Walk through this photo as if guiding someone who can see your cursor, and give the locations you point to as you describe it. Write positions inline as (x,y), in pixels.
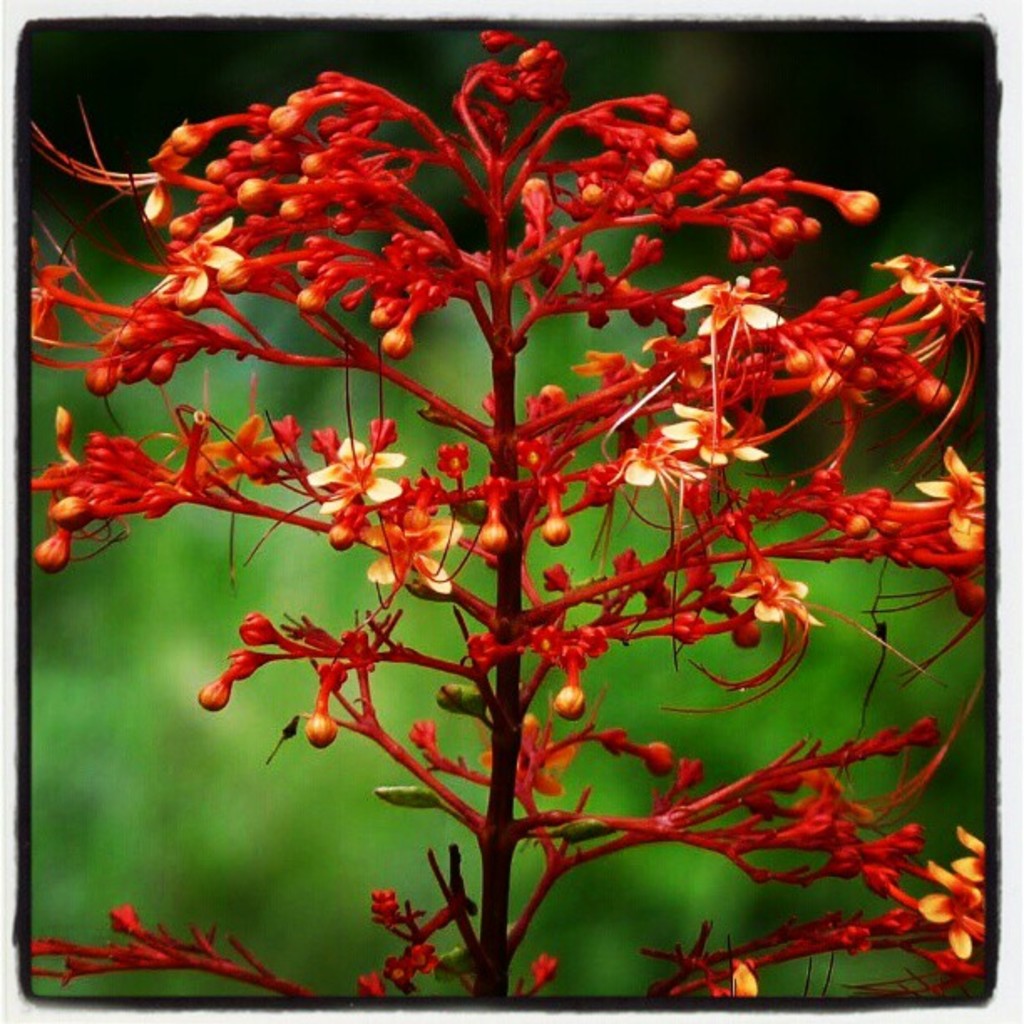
In this image I can see few flowers (268,632) in red color and I can see the green color background (183,655).
